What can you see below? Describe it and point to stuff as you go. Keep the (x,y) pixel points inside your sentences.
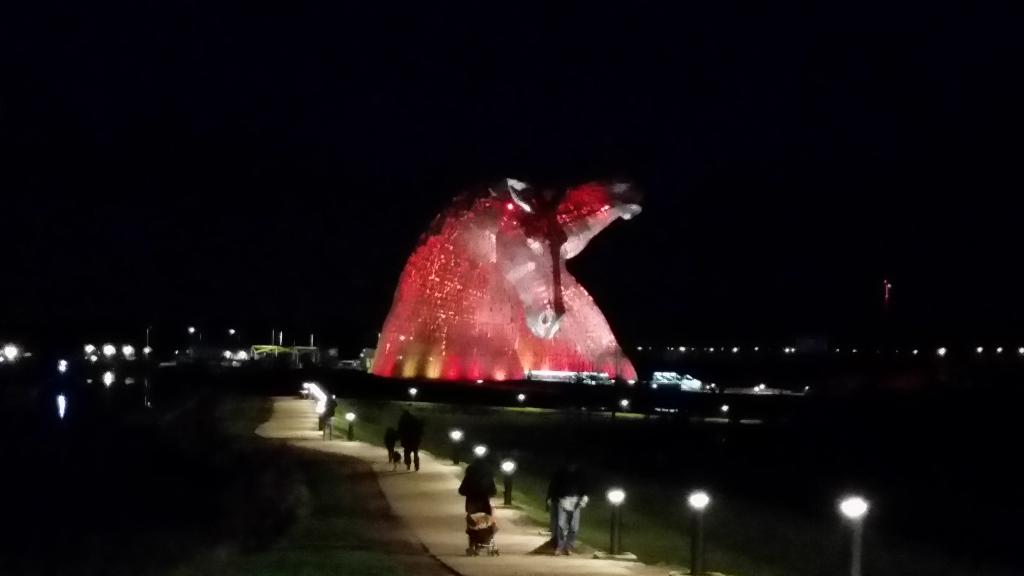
In center of the image (612,348) there is a object (611,361) with lights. There are people (483,475) walking on the path (278,413). There is grass (757,495). There are light poles (700,568).
